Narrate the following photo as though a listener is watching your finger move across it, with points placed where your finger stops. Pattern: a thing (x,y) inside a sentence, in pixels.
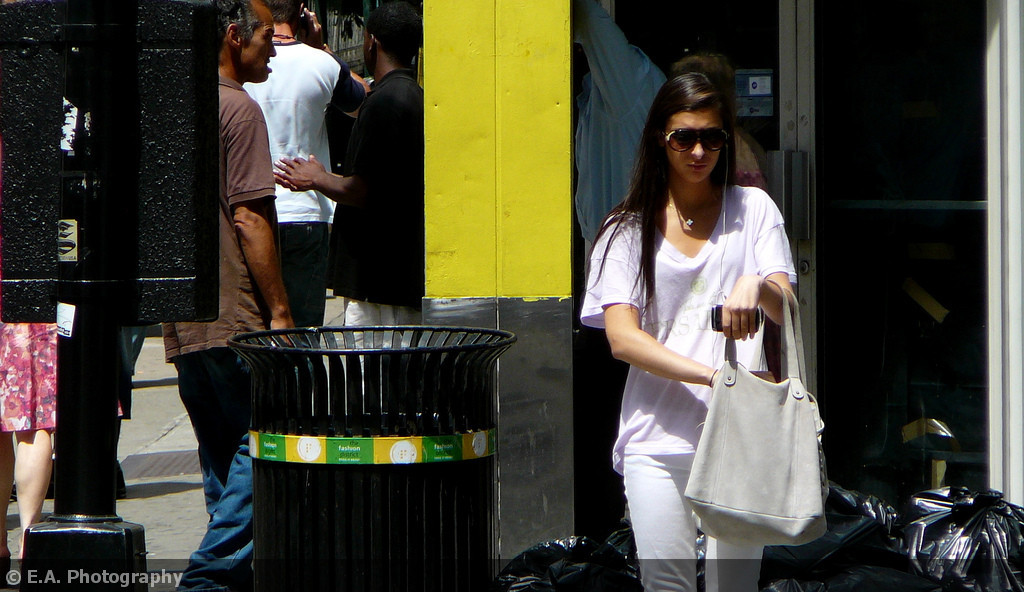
In this image on the right side (710,346) there is one woman (694,243) who is holding a handbag (737,370) and mobile phone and she is walking. And on the left side (269,95) there are a group of people (262,144) who are walking and on the top of the left corner (91,56) there is one pole (87,128) and one board (146,34) is there and in the middle (518,302) there is another pole (511,242) beside that pole (540,315) there is one container (347,371) and on the bottom of the right corner (985,510) there are some plastic covers (868,526). And on the top of the right corner there is a glass door (879,55).
